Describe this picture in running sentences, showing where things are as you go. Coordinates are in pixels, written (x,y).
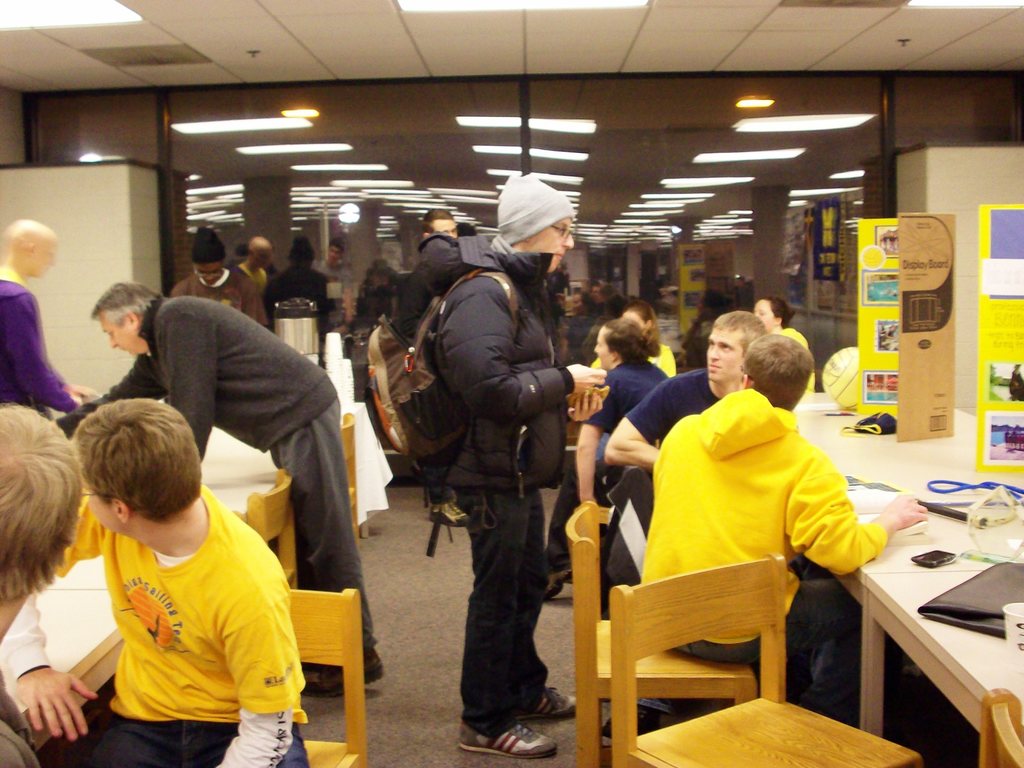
In this picture we can see some of the people (735,491) sitting on a chairs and some of the people (513,331) are standing, on the right side of the image (888,553) we can see a table (916,571) which consisting of a thread (961,489), a bag (979,586) and some of the board (955,375) here and in the background (650,144) we can see a glass (491,187) and also we can see reflection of lights (765,151) on the glass (756,156).
